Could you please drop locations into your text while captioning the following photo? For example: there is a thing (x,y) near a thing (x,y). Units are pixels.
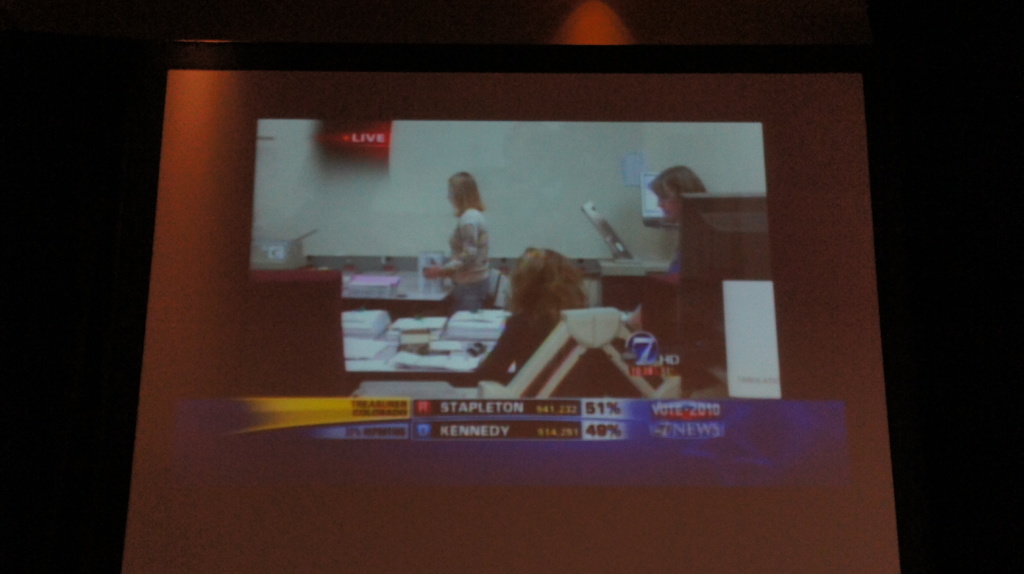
In this picture we can see a projector screen (720,214), on the projector screen (503,211) we can find few people (476,217).
